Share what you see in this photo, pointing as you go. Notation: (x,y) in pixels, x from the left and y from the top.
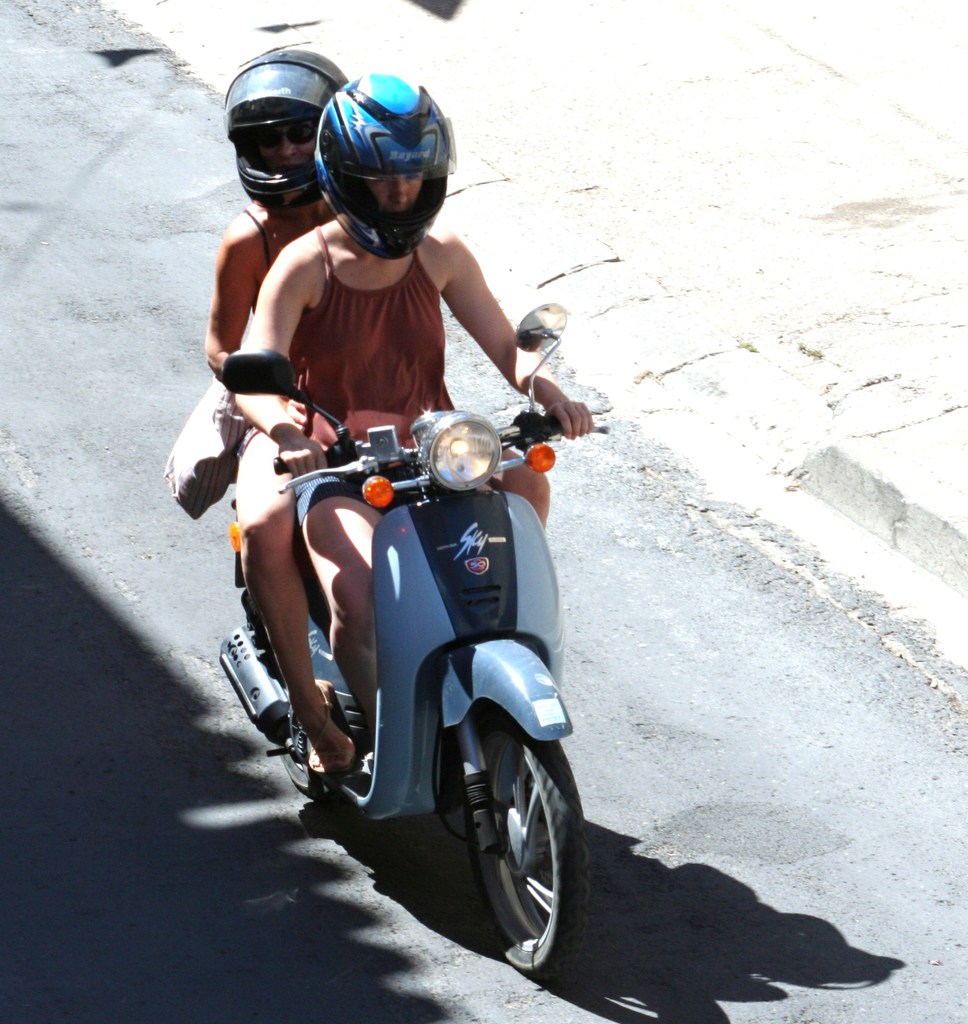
In this image we can see two people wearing a helmet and riding a motor bike (575,917) on the road (820,954) and to the side we can see the pavement (941,399).
